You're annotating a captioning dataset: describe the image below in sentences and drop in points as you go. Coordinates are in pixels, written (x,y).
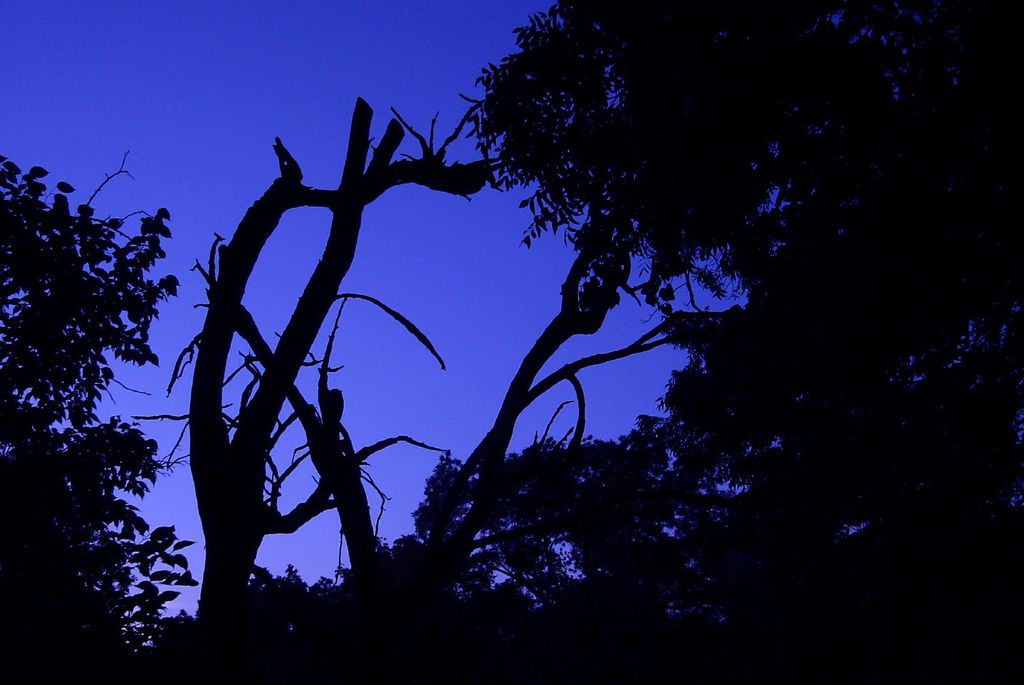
In this image we can see few trees (70,289) and the sky (439,128) in the background (386,121).
